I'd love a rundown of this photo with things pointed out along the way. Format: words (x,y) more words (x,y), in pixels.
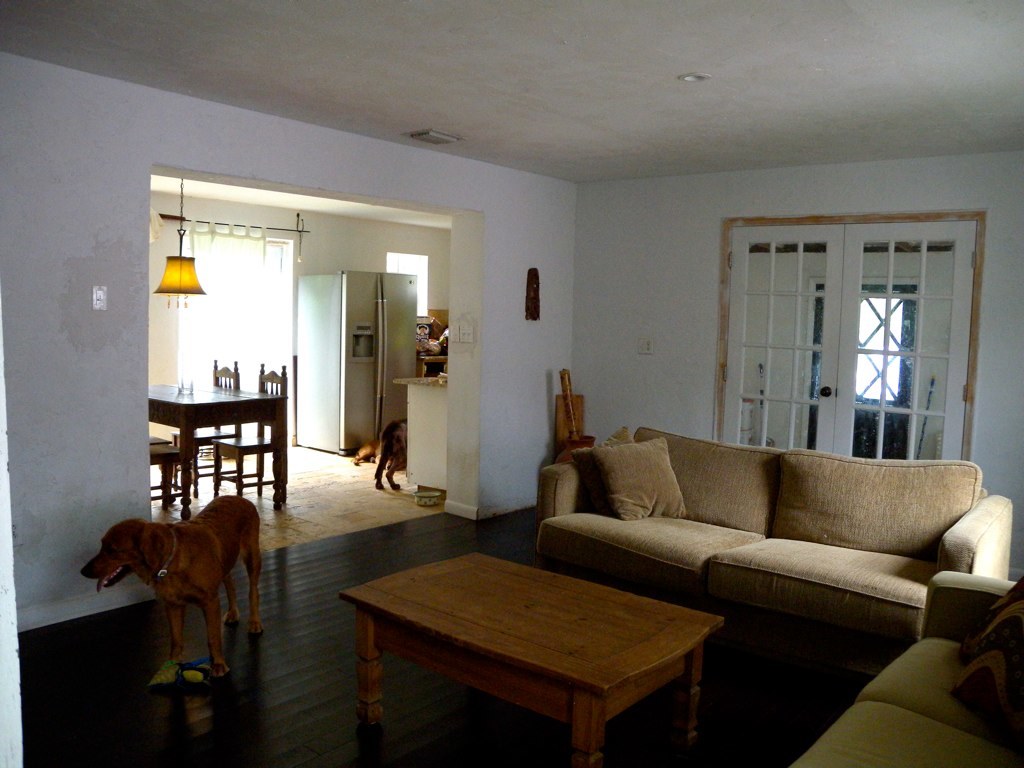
In the image the left there is a dog (192,577) watching something, beside the dog (256,572) there is a table (490,602). And back of table (600,596) there is a sofa (804,532) and wall (632,354), in center there is another dog (391,449) beside the dog (367,447) there is dining table (211,409) back of that there is a fridge (331,356).
